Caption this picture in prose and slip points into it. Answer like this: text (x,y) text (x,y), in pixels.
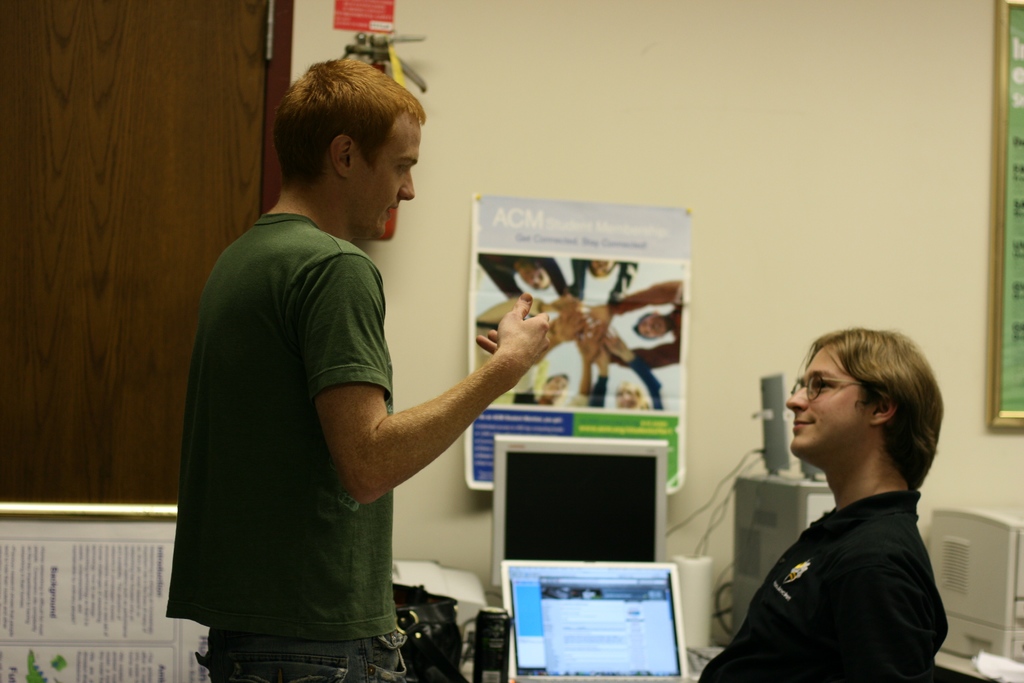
In this picture there is a man (347,380) who is wearing t-shirt (287,423) and jeans (316,652). In front of him there is a man (818,593) who is sitting near to the table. On the table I can see the laptop (634,592), computer screen (523,532), CPU (811,487), speakers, papers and other objects (489,625). Behind the computer screen (641,471) I can see the poster (633,380) which is placed on the wall (707,350). On the left (103,577) there is a board (50,533) which is placed near to the door (26,450).
